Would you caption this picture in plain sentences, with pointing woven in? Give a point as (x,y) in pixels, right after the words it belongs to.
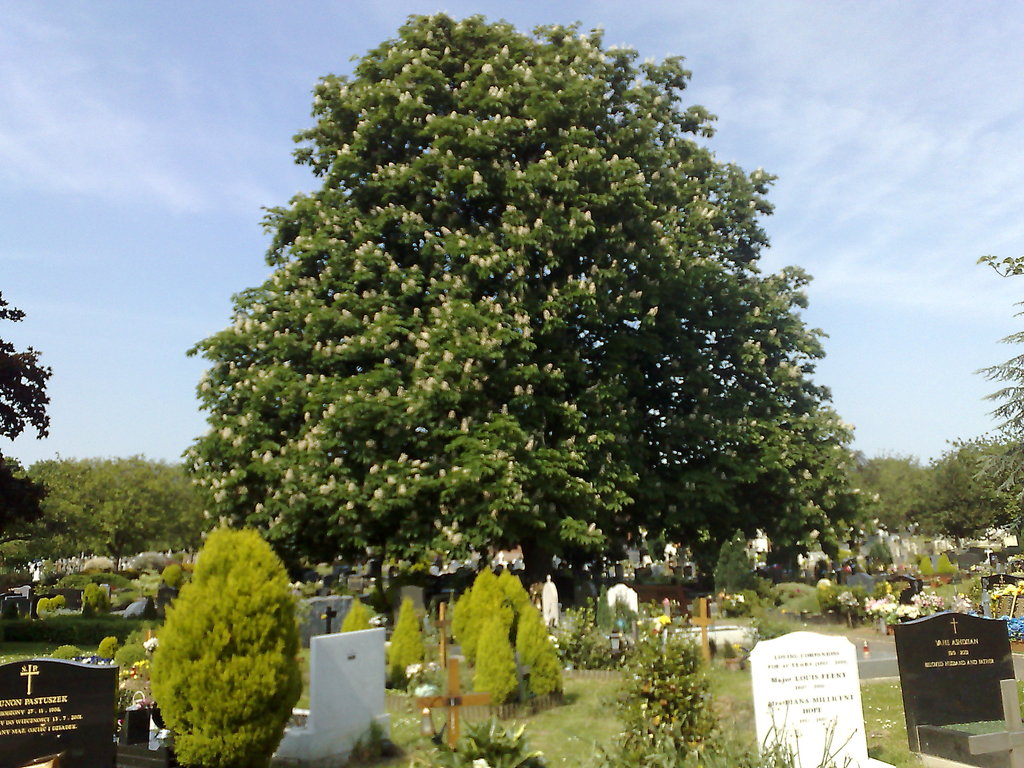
At the bottom (711,639) it looks like a graveyard (618,624), in the middle (639,341) there is a big tree (620,334). At the top (232,130) it is the sky (225,130).
